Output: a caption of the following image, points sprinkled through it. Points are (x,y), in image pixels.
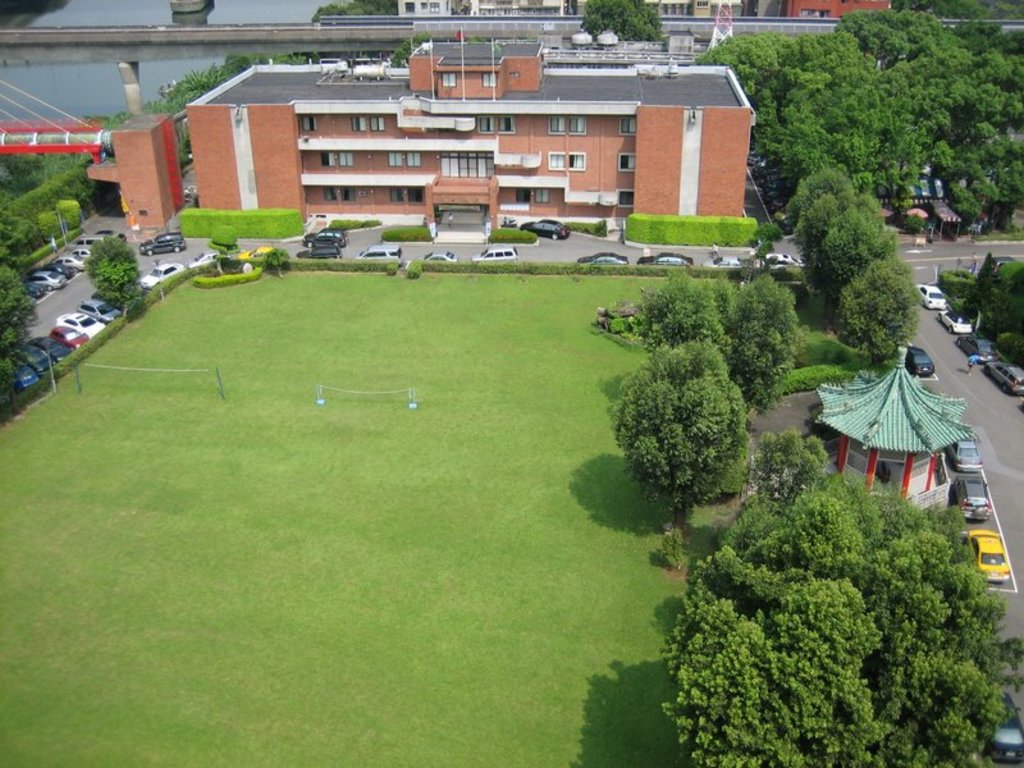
In this picture we can see grass (267,461), few nets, trees (5,356), vehicles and buildings (362,173), in the background (717,6) we can see a tower (729,44) and a bridge (176,36) over the water (82,73).
